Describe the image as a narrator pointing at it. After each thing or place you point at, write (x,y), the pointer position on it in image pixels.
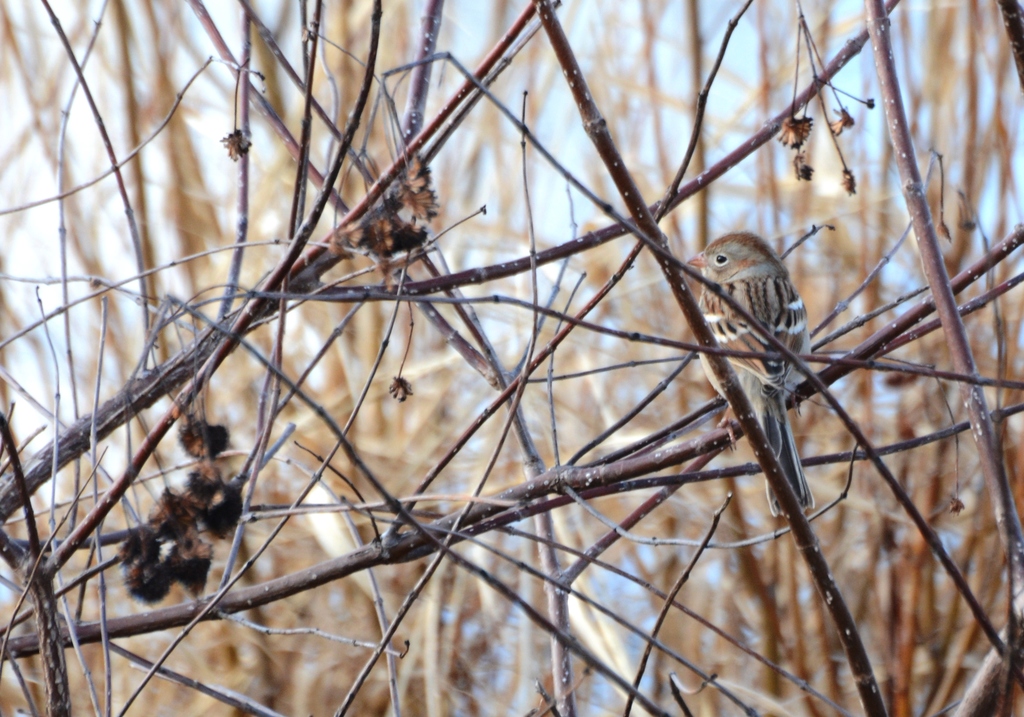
This image consists of a sparrow (758,341) sitting on a stem (571,472). The stems (498,451) are dried. It looks like it is clicked in the forest (502,474).
